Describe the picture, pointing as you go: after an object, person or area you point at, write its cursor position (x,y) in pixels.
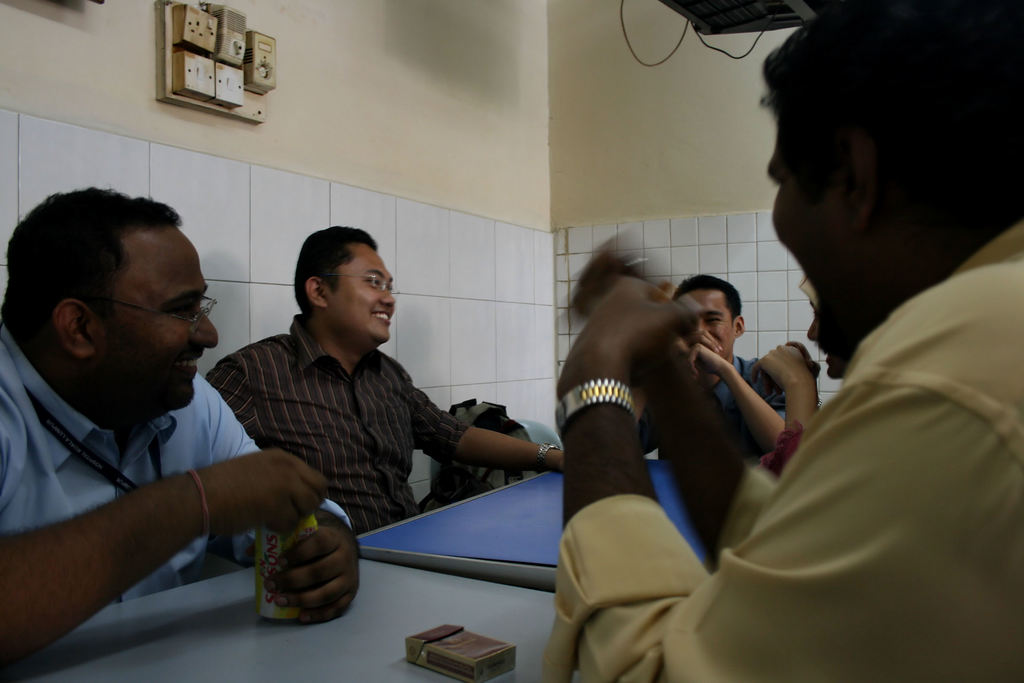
This picture shows a group of people (991,635) seated and we see smile (388,324) on their faces (188,347) and we see a cigarette box (421,645) and a can (313,522) on the table (258,624).
